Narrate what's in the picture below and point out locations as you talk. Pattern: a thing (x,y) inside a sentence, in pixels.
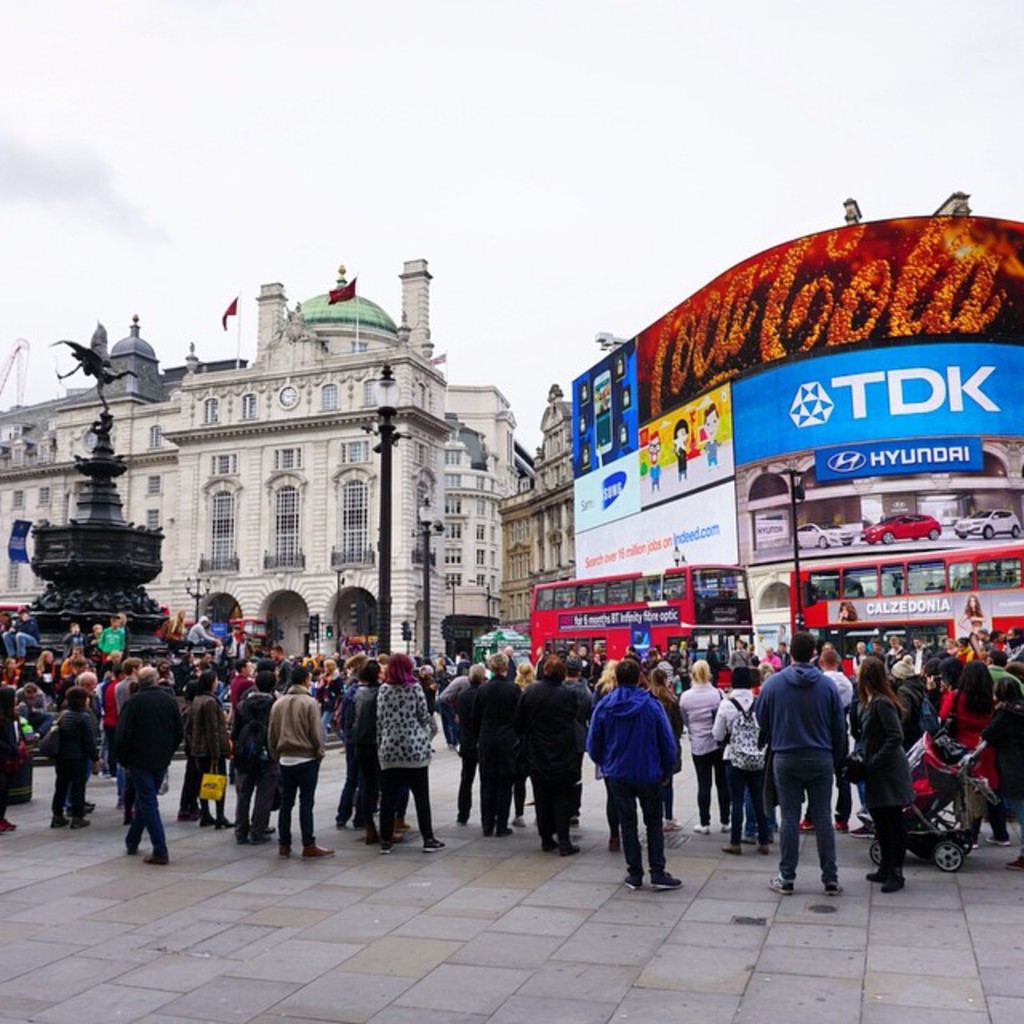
In this image I can see a group of people (479,676) are standing. I can see the black color statue (142,565). Back I can see few building (268,467), windows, flags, poles (389,403), boards (954,383), vehicles (693,578). The sky (409,170) is white color. One person (981,744) is holding the trolley (950,777).
